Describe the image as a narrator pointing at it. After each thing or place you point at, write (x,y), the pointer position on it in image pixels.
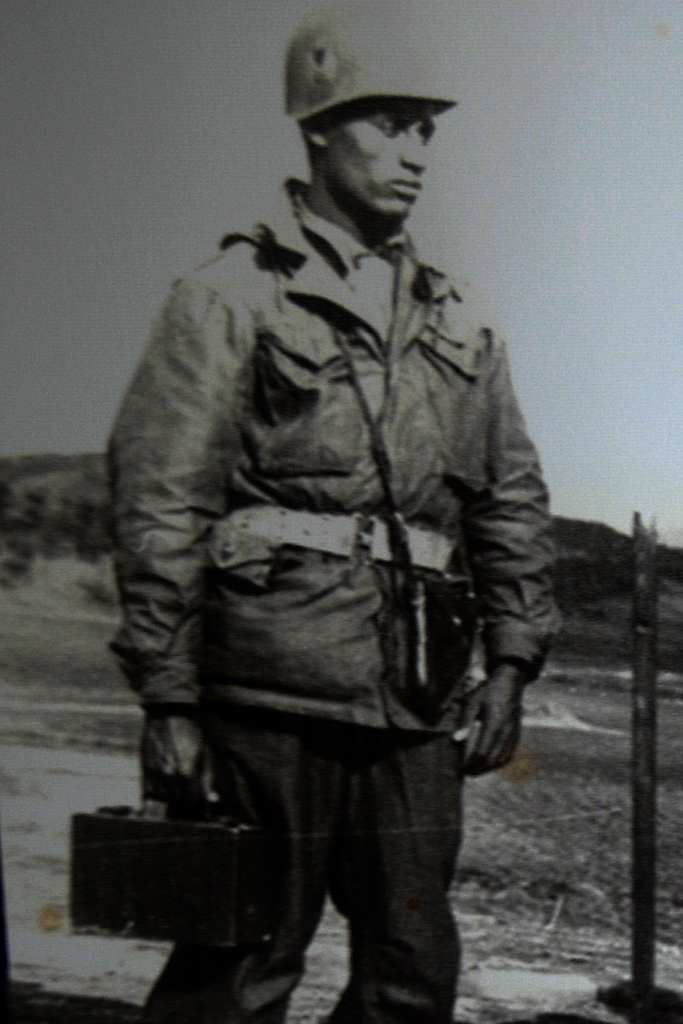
In this image in the center (347,482) there is one man (346,649) who is standing and he is holding a suitcase (234,868), in the background (77,604) there are some mountains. On the right side (640,943) there is one pole (635,902).
